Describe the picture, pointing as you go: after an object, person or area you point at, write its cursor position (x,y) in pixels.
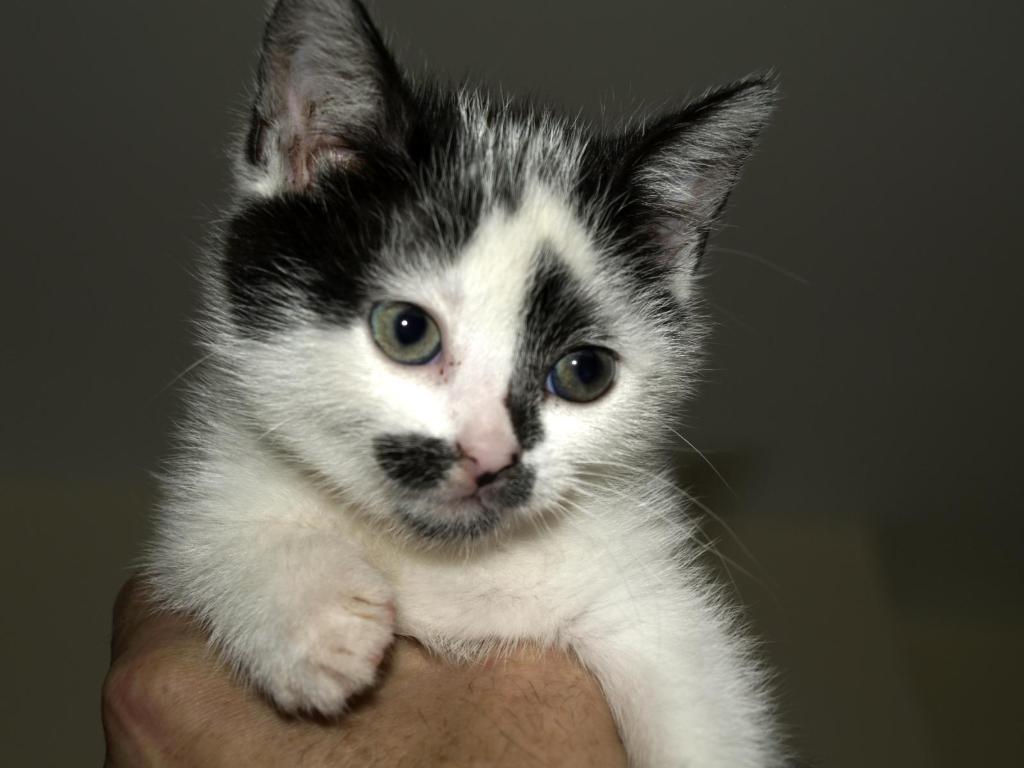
In this image we can see a person's hand (378,717) holding a cat (367,382).
